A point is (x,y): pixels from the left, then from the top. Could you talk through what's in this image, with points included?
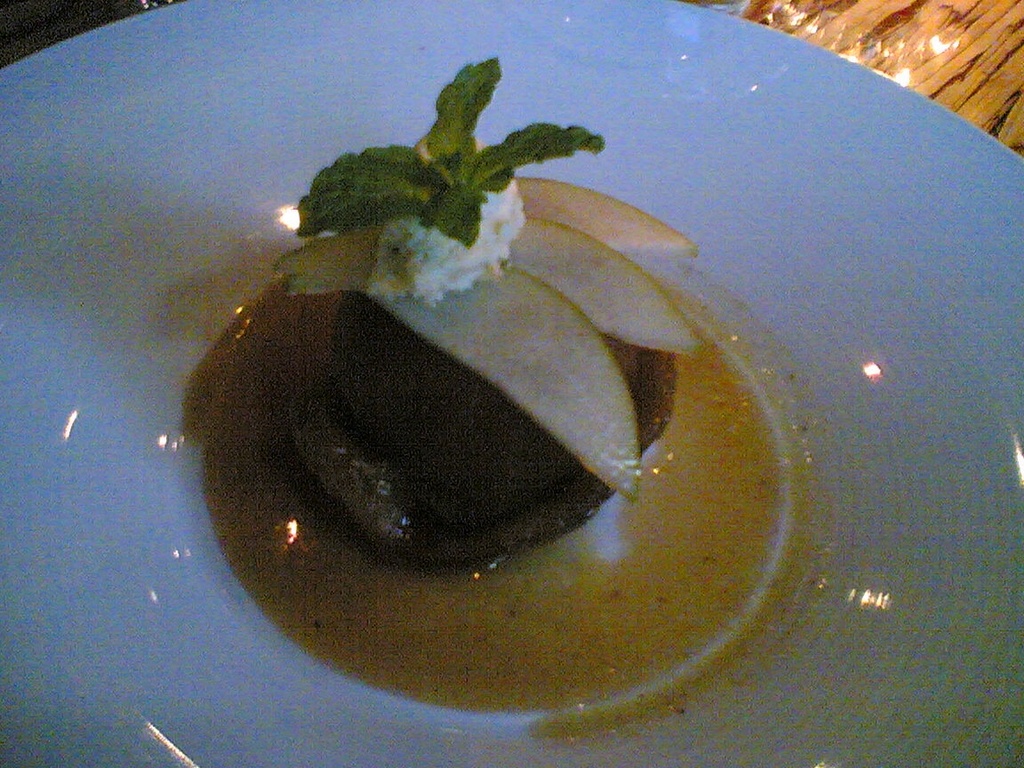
In this image I can see a white colour plate (545,108) and in it I can see food (284,459). I can also see reflection of lights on the plate (825,289).
